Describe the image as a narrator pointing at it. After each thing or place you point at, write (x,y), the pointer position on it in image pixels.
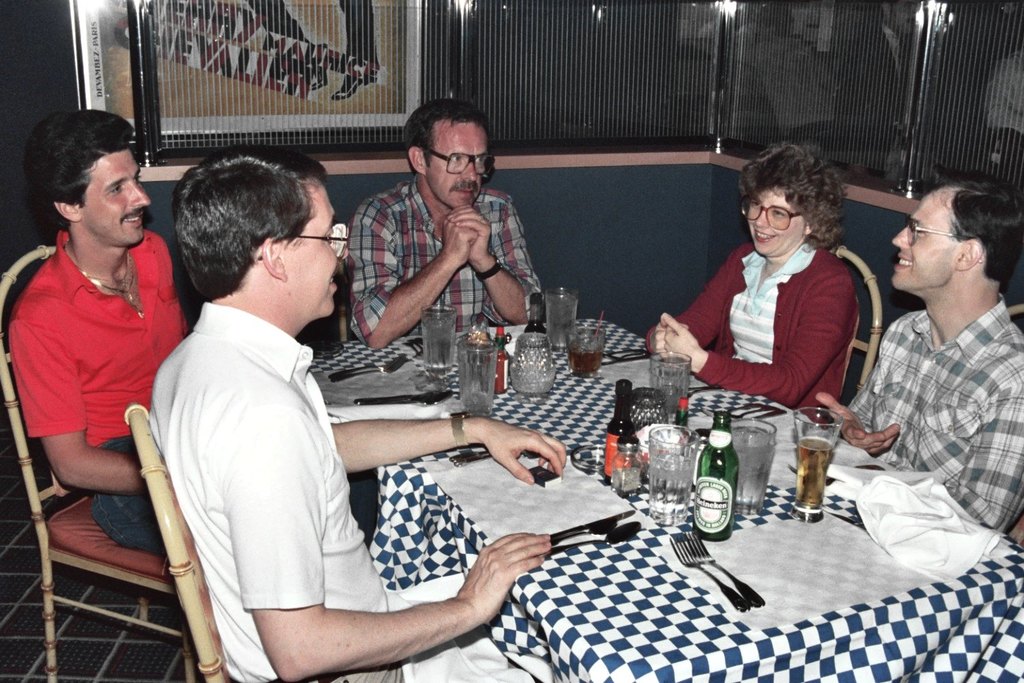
In this image there are group of persons (223,436) who are sitting on the chairs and at the middle of the image (579,418) there are bottles (707,511), glasses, spoons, forks (704,557) on the table (648,593).
